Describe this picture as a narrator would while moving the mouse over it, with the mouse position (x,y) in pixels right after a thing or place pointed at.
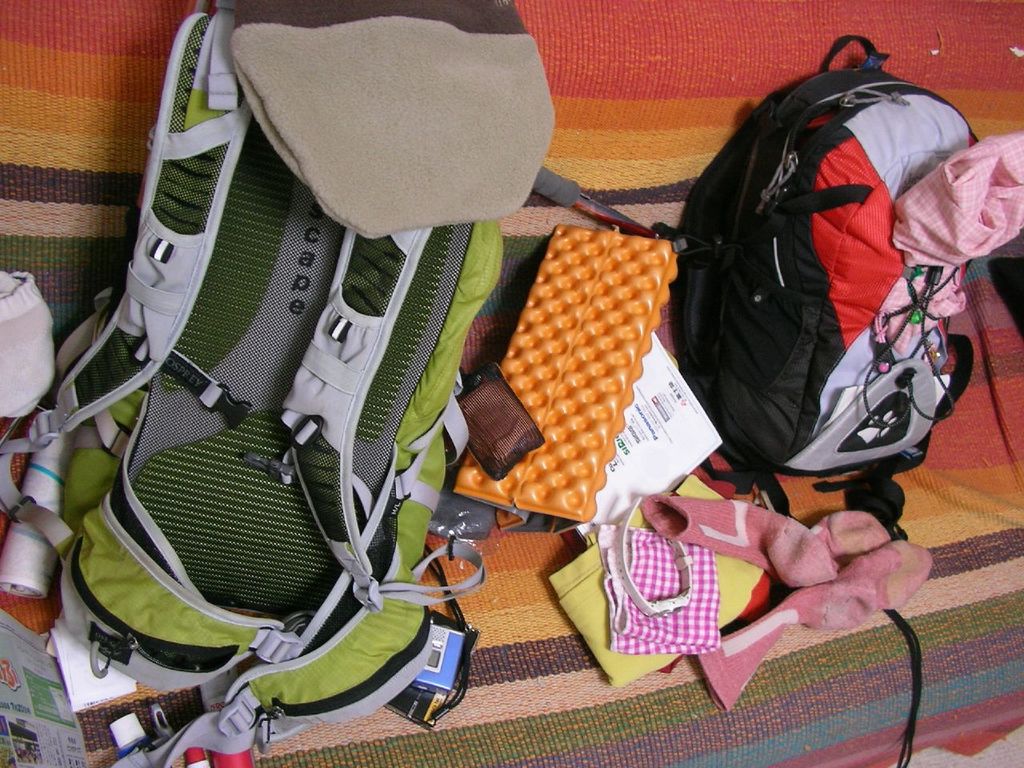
We have two backpacks (184,217) on the mat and also set of socks (796,601), watch (690,580) on the mat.
